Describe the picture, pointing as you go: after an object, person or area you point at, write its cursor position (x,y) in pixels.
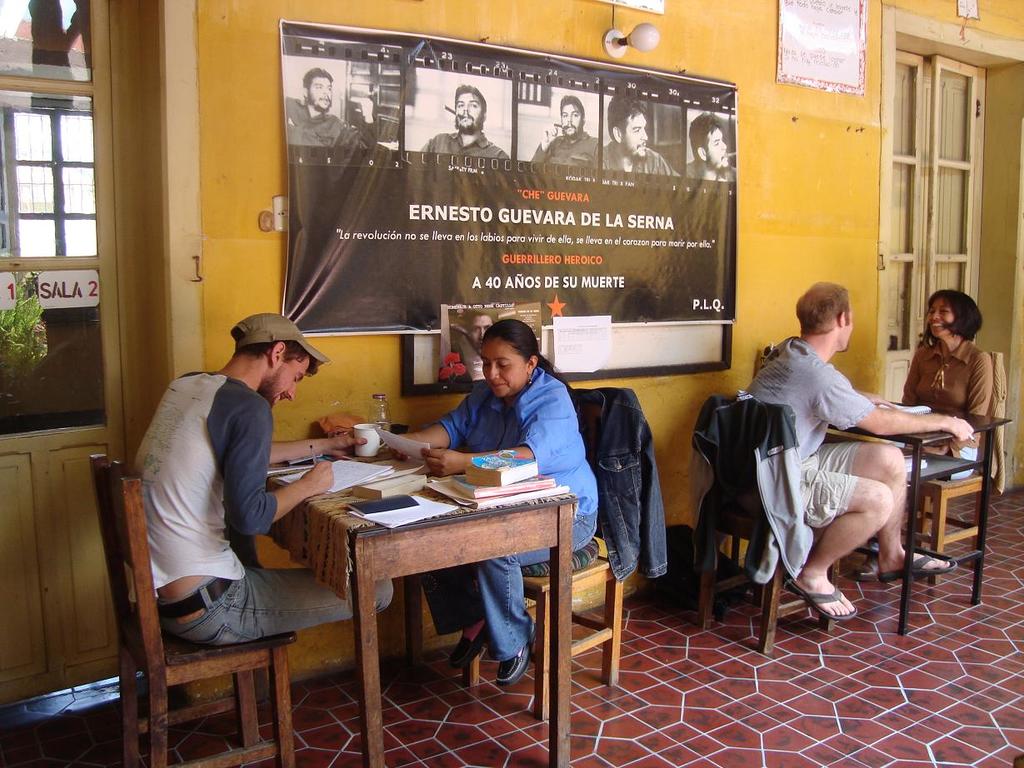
In this image I see 2 men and 2 women (584,511) who are sitting on chairs (974,495) and there are tables (366,755) in front of them on which there are books (488,468), papers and other things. I can also see this woman (912,399) is smiling. In the background (877,313) I see the wall (863,321), doors (53,22), a banner (539,206), a bulb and the paper (863,59).
